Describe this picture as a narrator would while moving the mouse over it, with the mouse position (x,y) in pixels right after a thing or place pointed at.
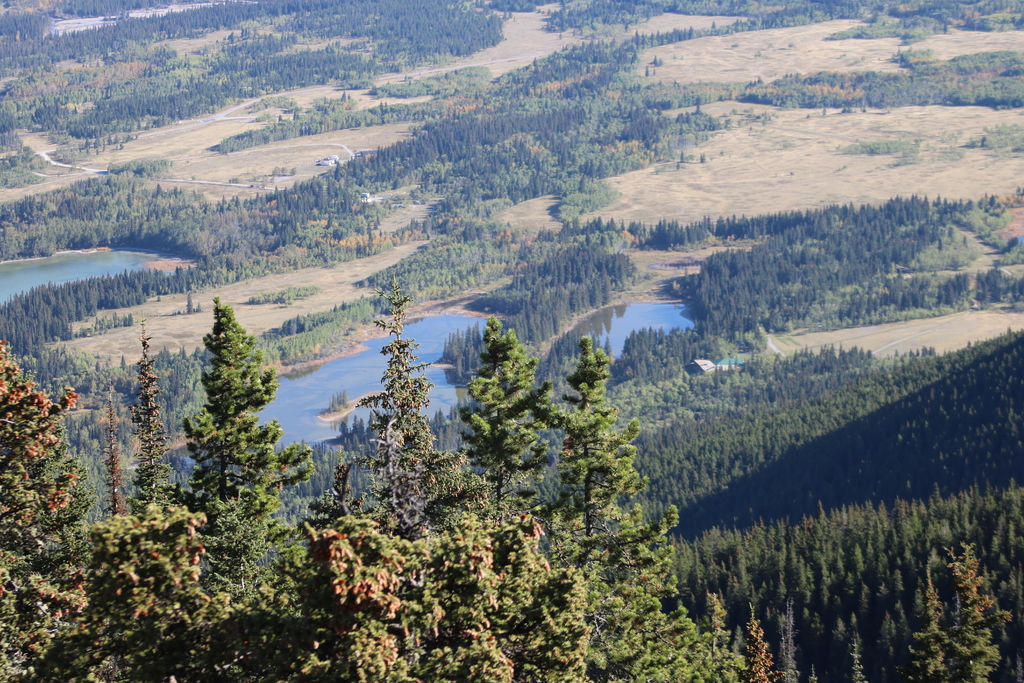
This image consists of so many trees (474,380). There is water (379,366) in the middle (376,347).
